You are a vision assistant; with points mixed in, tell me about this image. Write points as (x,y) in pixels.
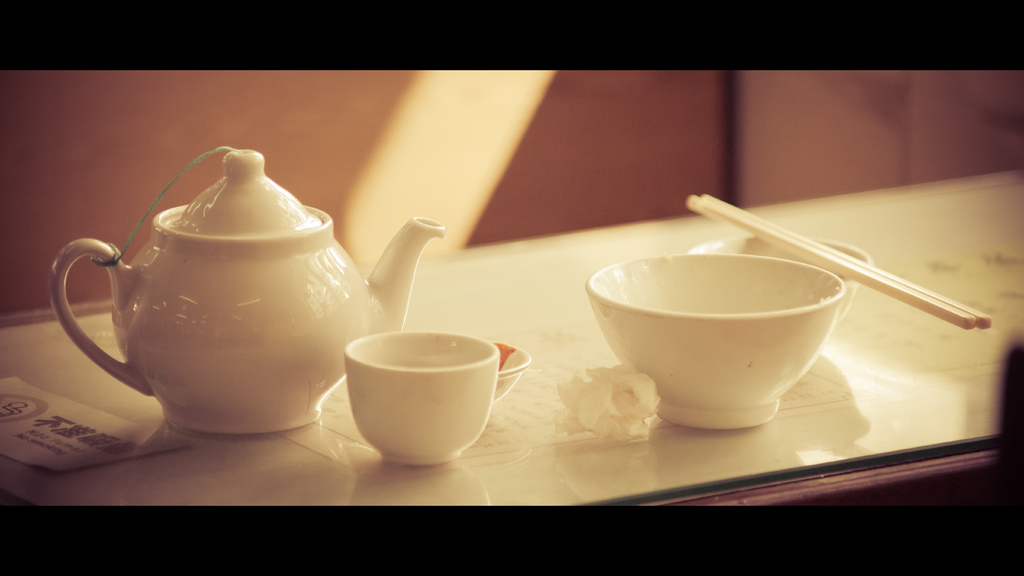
In this picture we can see one kettle (254,329) and two cups (466,388) and we can also see chopsticks (896,291) which are placed on cup (694,352) these cups (726,383) are placed on a glass (500,467).
